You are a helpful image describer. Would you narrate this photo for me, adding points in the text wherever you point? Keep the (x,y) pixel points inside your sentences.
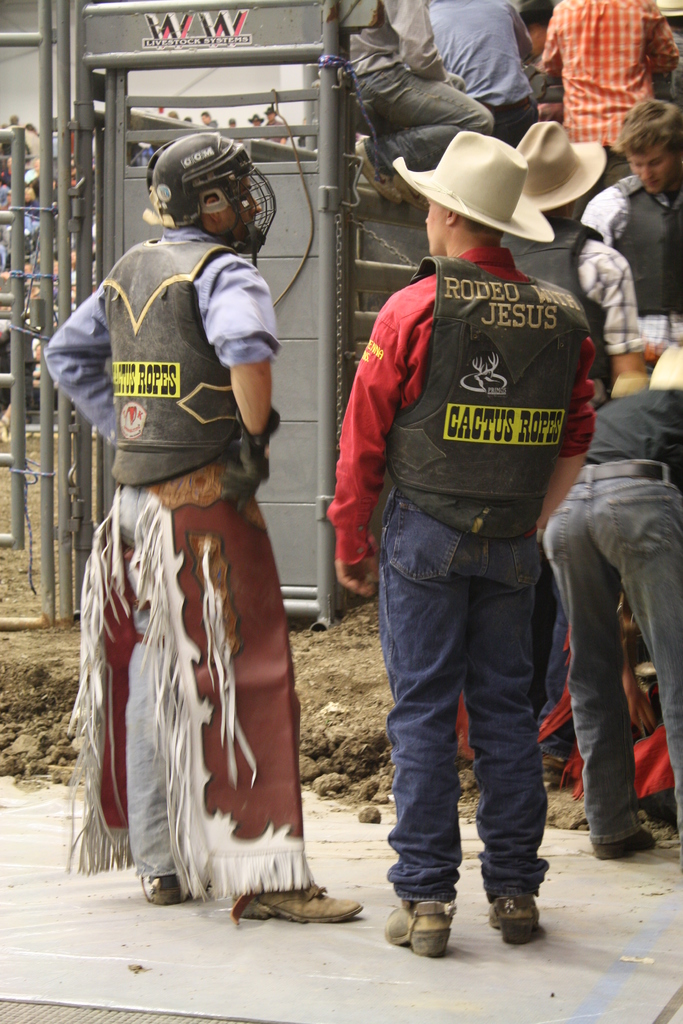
In this image there are two persons (191,465) standing on the floor (326,937). On the left side (175,372) there is a person (133,448) who is wearing the jacket (153,402) and a helmet (177,164). On the right side (607,99) there are few people (560,105) sitting on the poles (391,232). In the background (256,95) there is a metal gate (116,182) and metal poles (12,313). On the ground (342,695) there is sand (353,713).
